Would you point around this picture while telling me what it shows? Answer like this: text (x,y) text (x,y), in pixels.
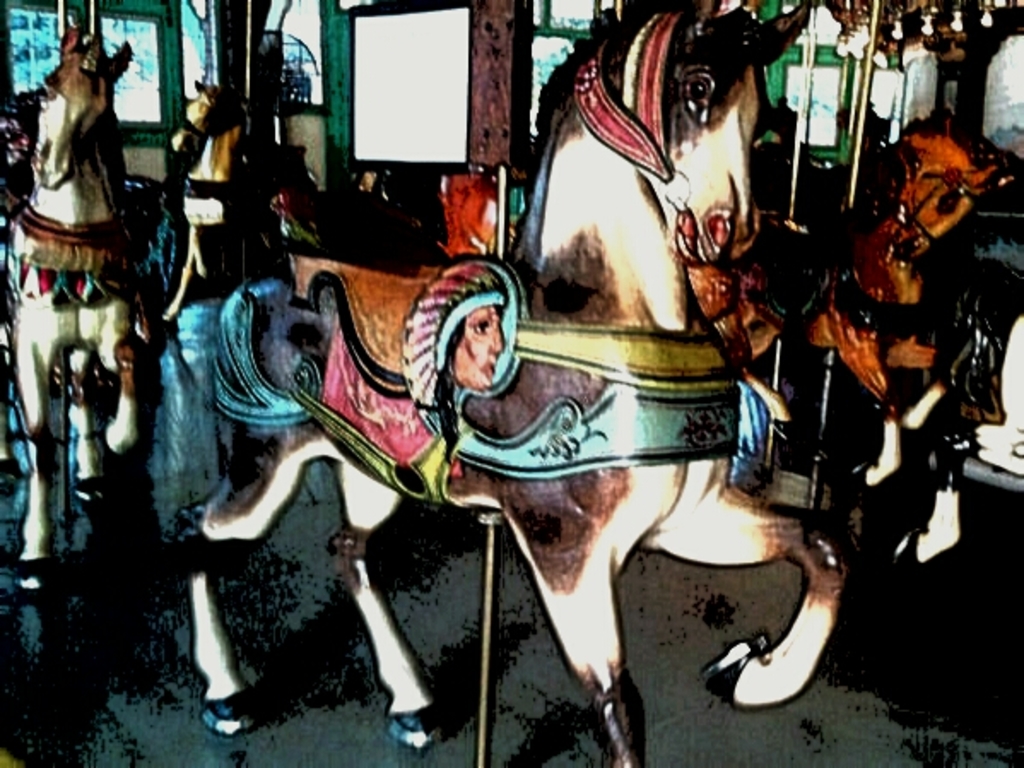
In this image there is a painting (525,558) of the horses (270,359).
